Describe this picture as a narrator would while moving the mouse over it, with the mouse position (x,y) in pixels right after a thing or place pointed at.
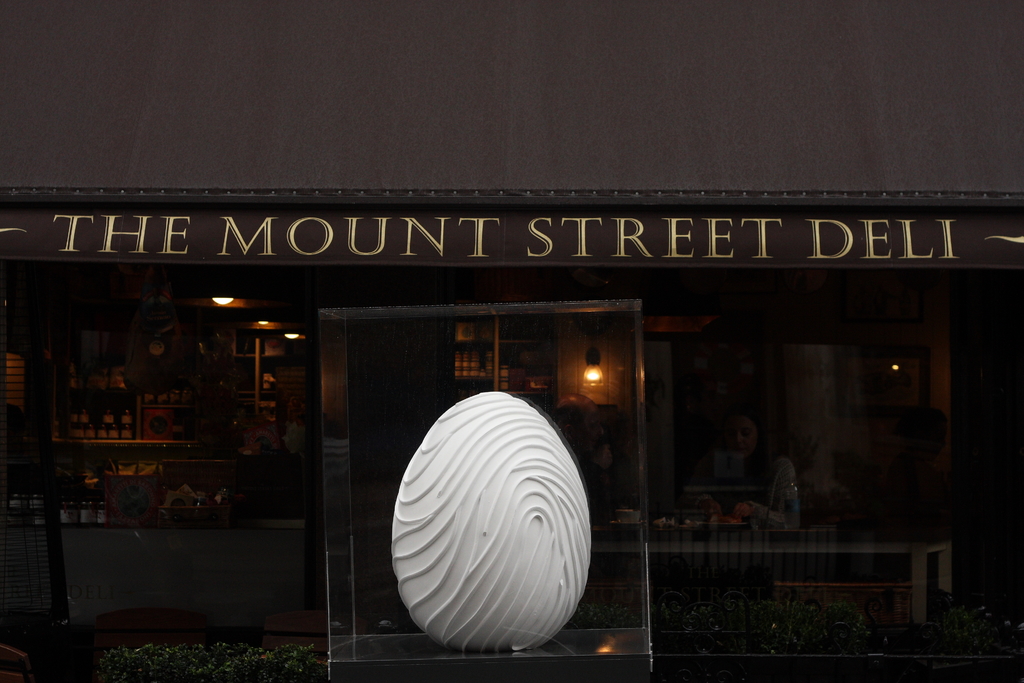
In this image we can see an object (501,482) placed in a glass box (542,329). In the background (408,63) there is a store (181,284), name board (49,243) and through the glass (108,361) we can see lights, bottles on a platform (69,440), women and other objects (117,379).
